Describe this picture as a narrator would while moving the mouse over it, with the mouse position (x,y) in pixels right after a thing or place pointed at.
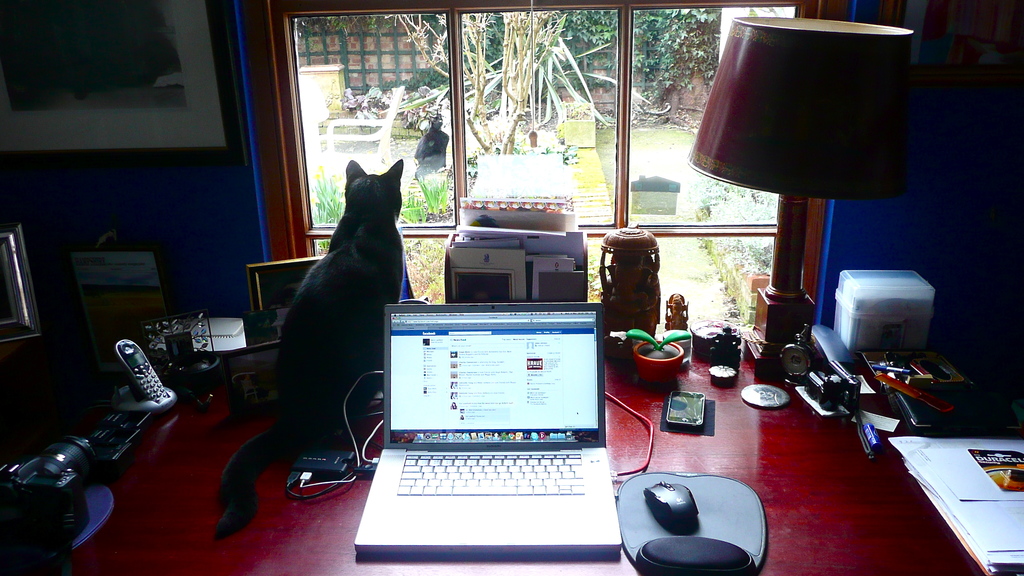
In this image i can see there is an open laptop (473,486) on the table (608,439) and a cat (371,220) which is sitting on the table (816,427) and staring at the window (622,142). And we can find a lamp (840,145) and some few other objects (861,382) on the table (799,469). From the window (496,108) we can see a tree (515,72) and some plants (417,219) on the ground (645,122).
